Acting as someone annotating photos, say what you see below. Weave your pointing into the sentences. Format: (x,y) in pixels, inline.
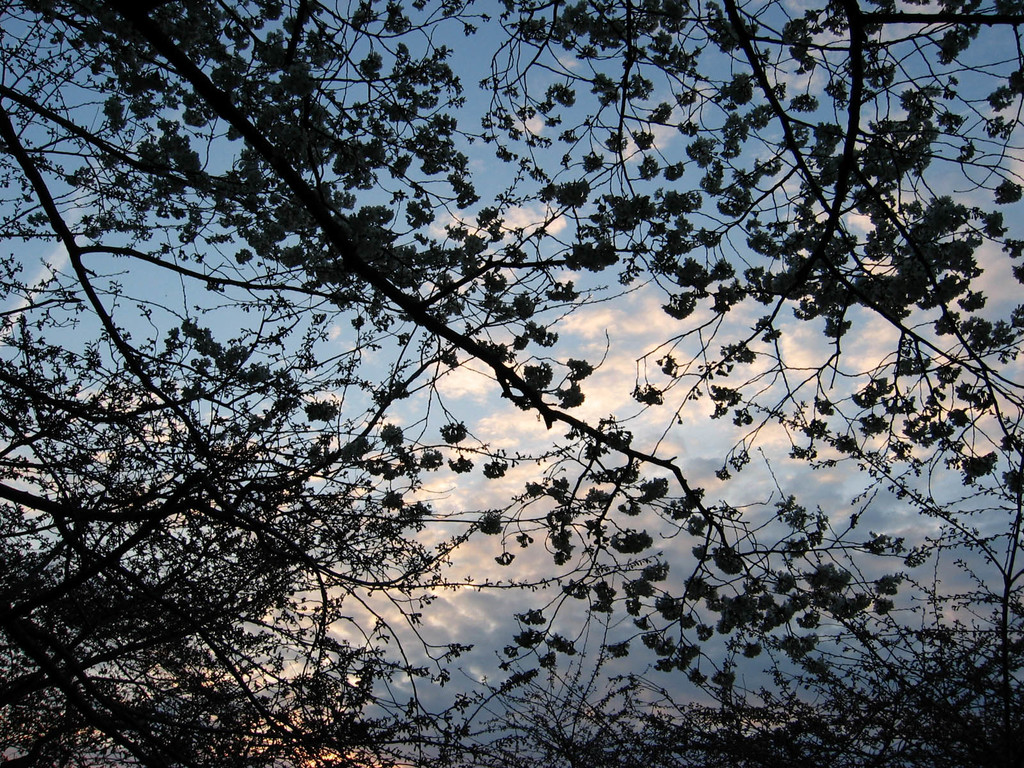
There are trees (968,670) having branches (31,165) and leaves (329,745). In the background (482,43), there are clouds (550,230) in the blue sky (489,63).
